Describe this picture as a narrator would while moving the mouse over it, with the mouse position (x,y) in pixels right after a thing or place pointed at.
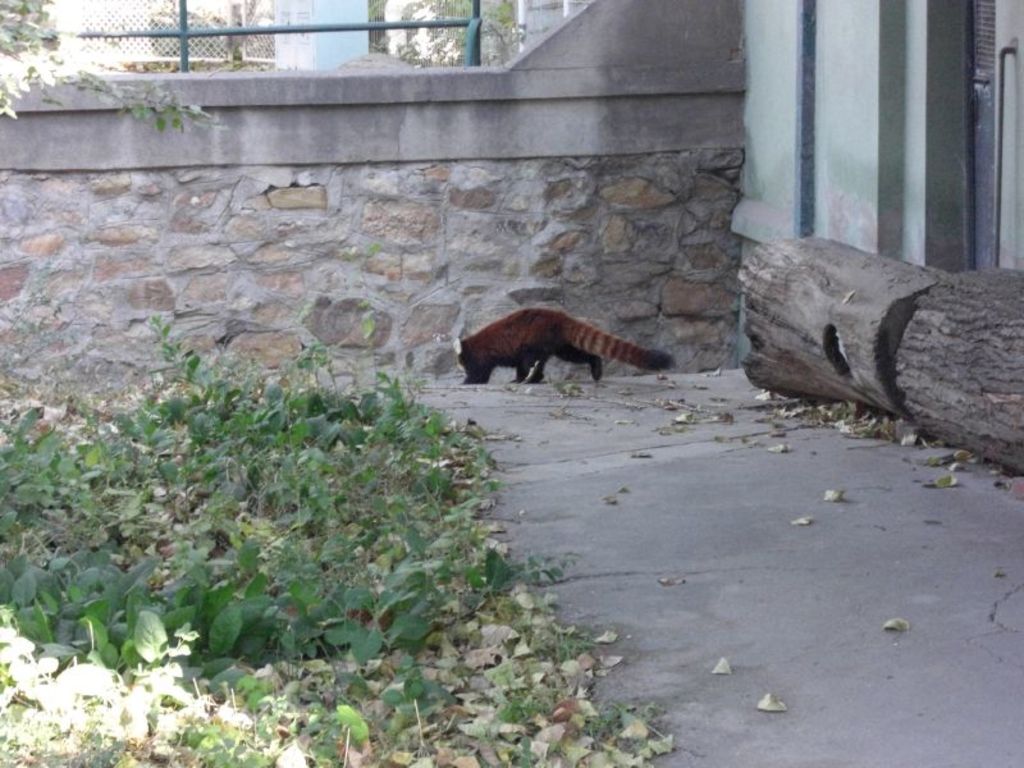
In this image we can see an animal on the ground (572,458). We can also see some plants (451,540), dried leaves (526,608), a wooden log (842,393), some poles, a fence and a wall (609,272).
